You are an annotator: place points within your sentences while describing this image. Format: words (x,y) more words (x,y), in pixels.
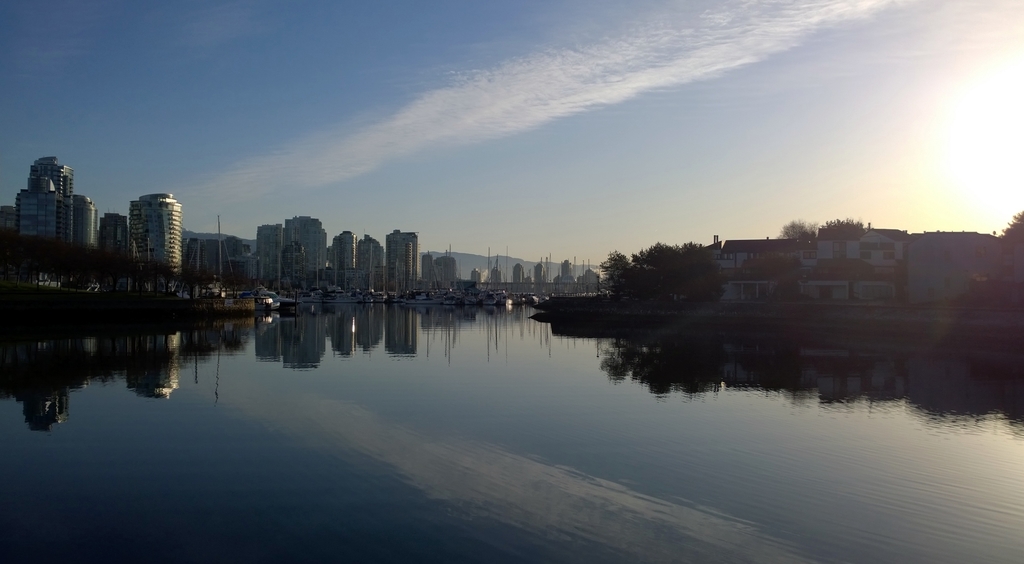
In the center of the image (376,247) we can see the sky (751,108), clouds (559,85), buildings (934,255), trees (29,272), water (504,374) and a few other objects (348,295). And we can see the reflections (373,331) of a few objects (364,340) on the water (395,384).
